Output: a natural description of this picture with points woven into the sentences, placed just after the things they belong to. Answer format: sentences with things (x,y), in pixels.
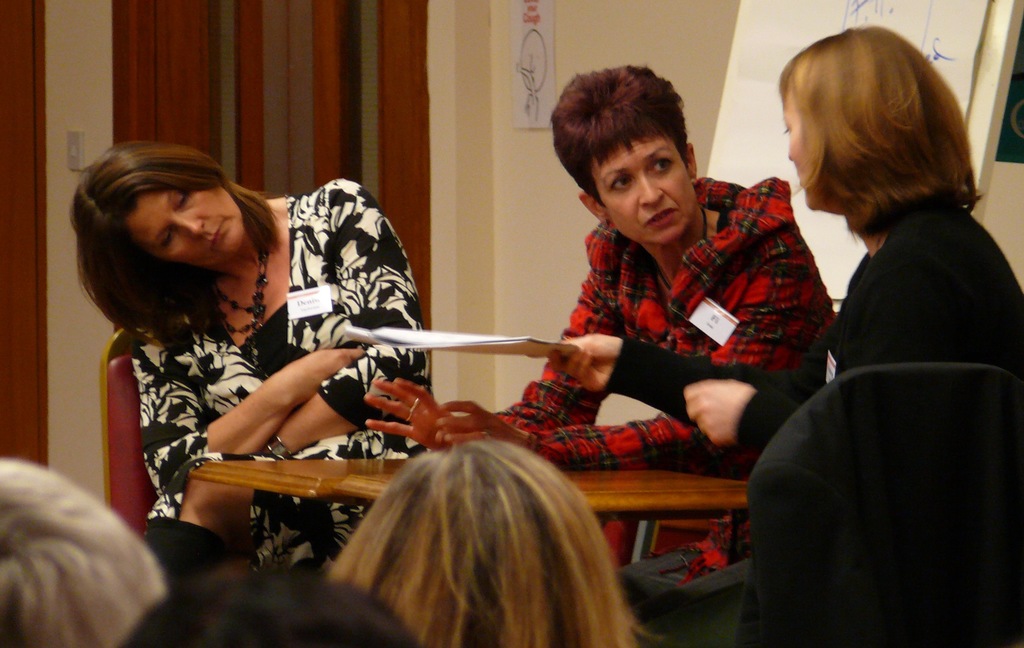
There are three women (760,325) sitting on the chairs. This is the wooden table (323,465). I can see the woman (709,369) holding a paper (543,345). This looks like a board (909,20). Here is a paper (537,43), which is attached to the wall (571,53). I think this is the door (273,62). At the bottom of the image (420,536), I can see few people heads (62,518).
